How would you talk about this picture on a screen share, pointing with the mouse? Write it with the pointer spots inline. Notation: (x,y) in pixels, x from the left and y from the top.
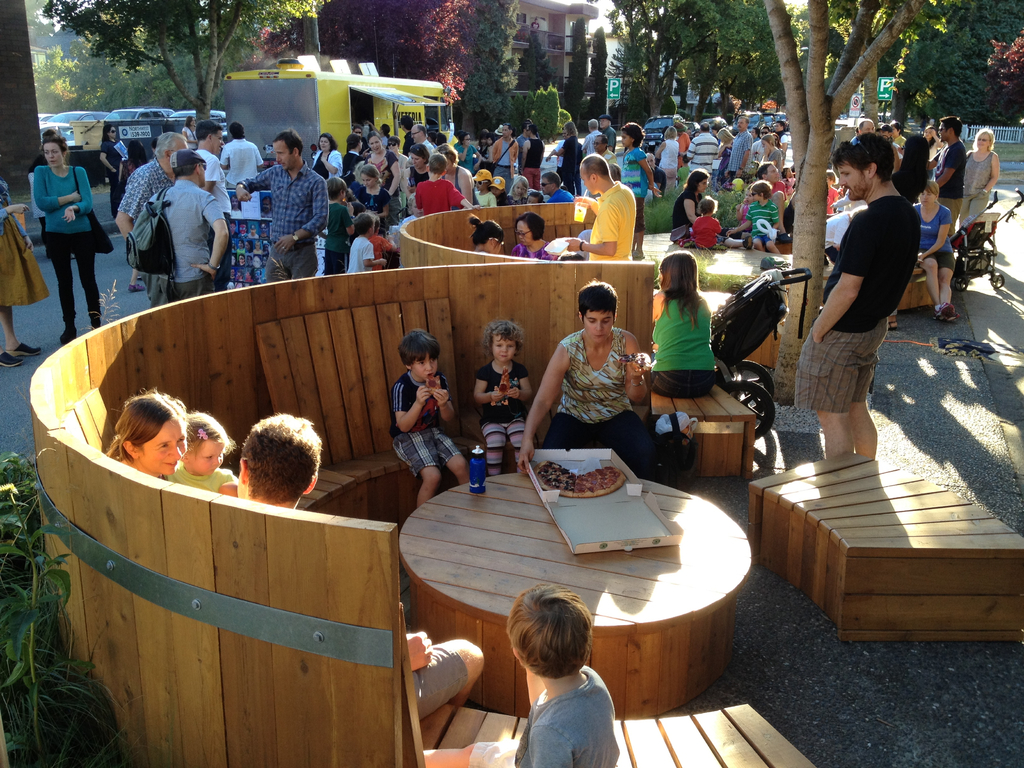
This is a picture taken in the outdoors. It is sunny. There are group of people (434,695) sitting on a bench (460,434) in front of the people (543,699) there is a table (488,553) on the table (490,551) there is a box (563,517) with food (577,480). Behind the people (408,414) there are group of people (652,166) standing on a path (33,317). Background of the people (708,381) is a stall (319,121), trees (600,106) and building (587,45).
